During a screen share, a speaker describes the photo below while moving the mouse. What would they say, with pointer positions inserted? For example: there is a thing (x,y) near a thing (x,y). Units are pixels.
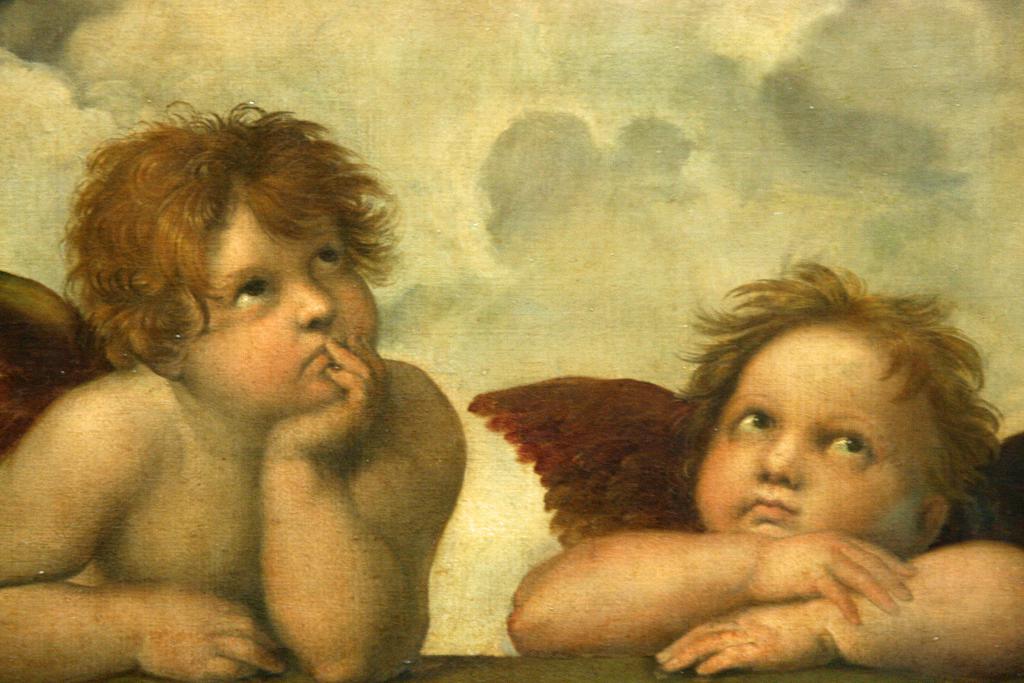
In this image we can see a painting (706,519). On the painting (369,432) there are two babies (560,470) with wings (660,468). In the background (569,135) there is sky (468,236) with clouds (483,494).
